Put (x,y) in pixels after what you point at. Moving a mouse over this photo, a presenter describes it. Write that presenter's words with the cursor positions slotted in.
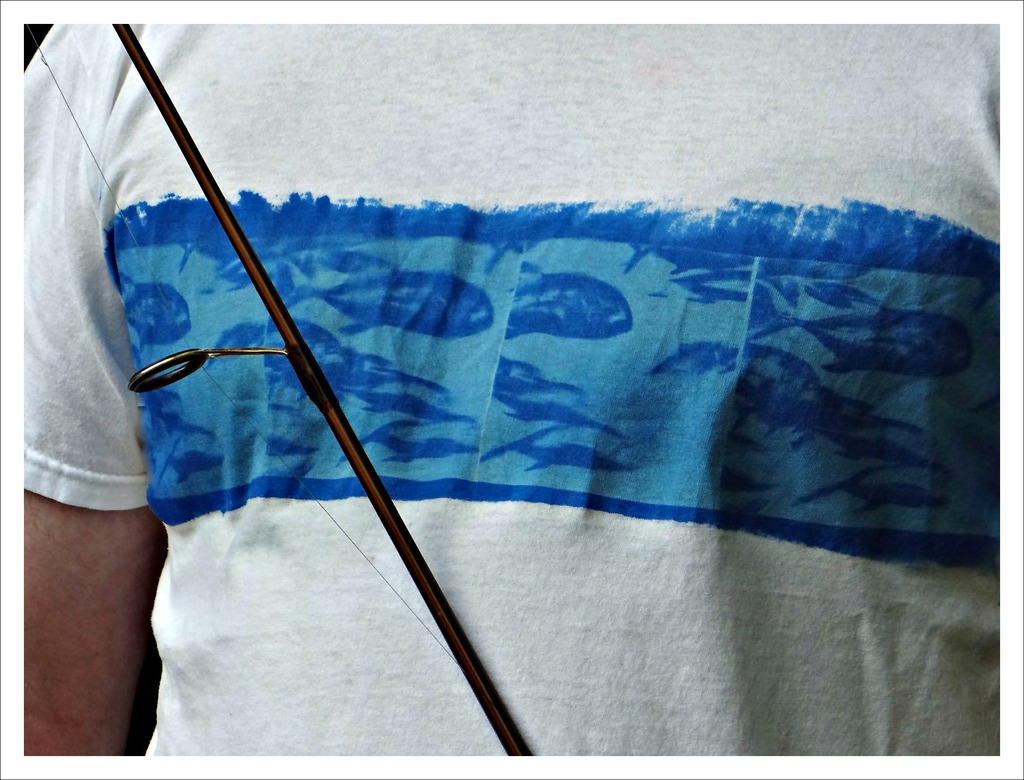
In this picture we can see one person (512,316) with white and blue shirt (715,430).
